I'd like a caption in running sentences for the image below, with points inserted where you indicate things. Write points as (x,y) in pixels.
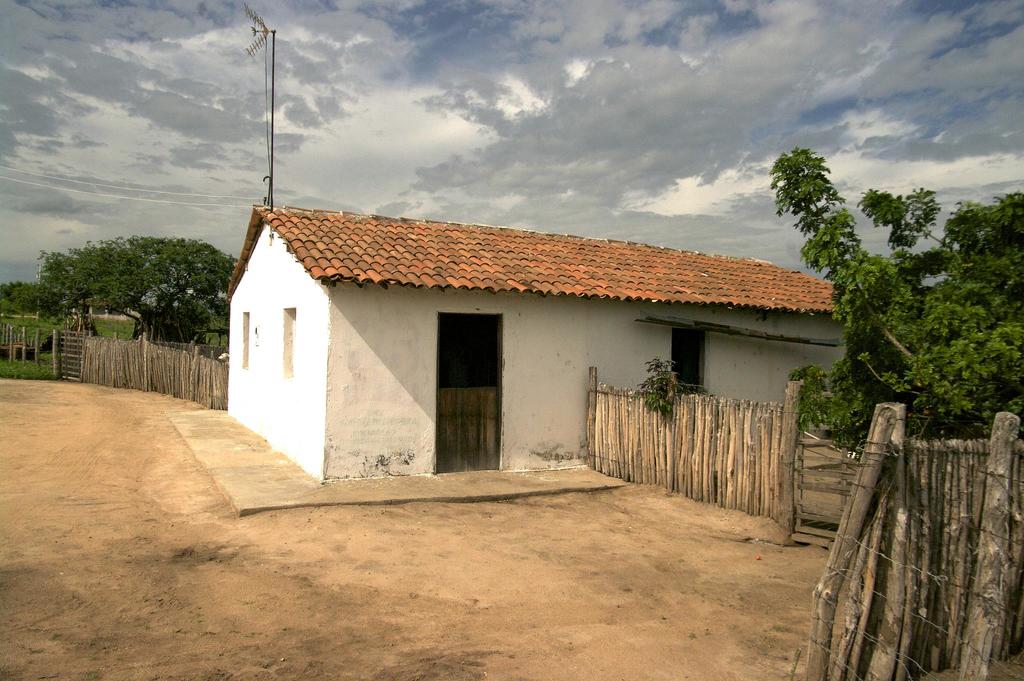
In this image I can see the house (416,442) and I can see the wooden fencing (722,441). In the background (980,349) I can see few trees (855,333) in green color, the pole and the sky (498,112) is in blue and white color.
